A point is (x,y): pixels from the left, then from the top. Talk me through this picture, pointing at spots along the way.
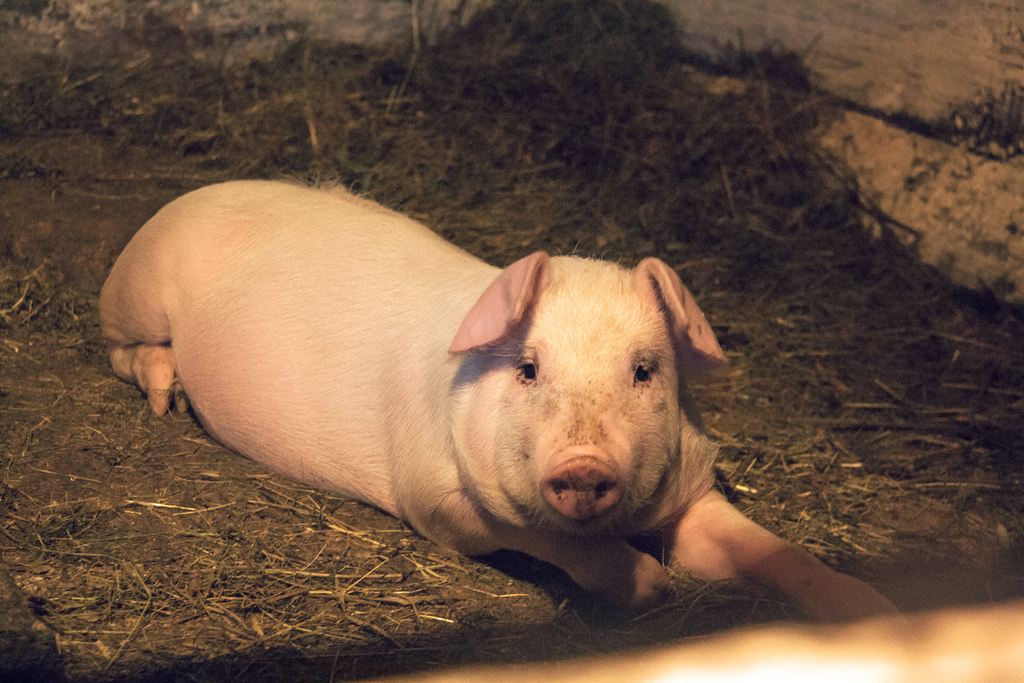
In this image I can see a pig (511,327) is laying on the ground (183,493). In the background (428,195) there is grass (469,182) and a wall (899,100).
